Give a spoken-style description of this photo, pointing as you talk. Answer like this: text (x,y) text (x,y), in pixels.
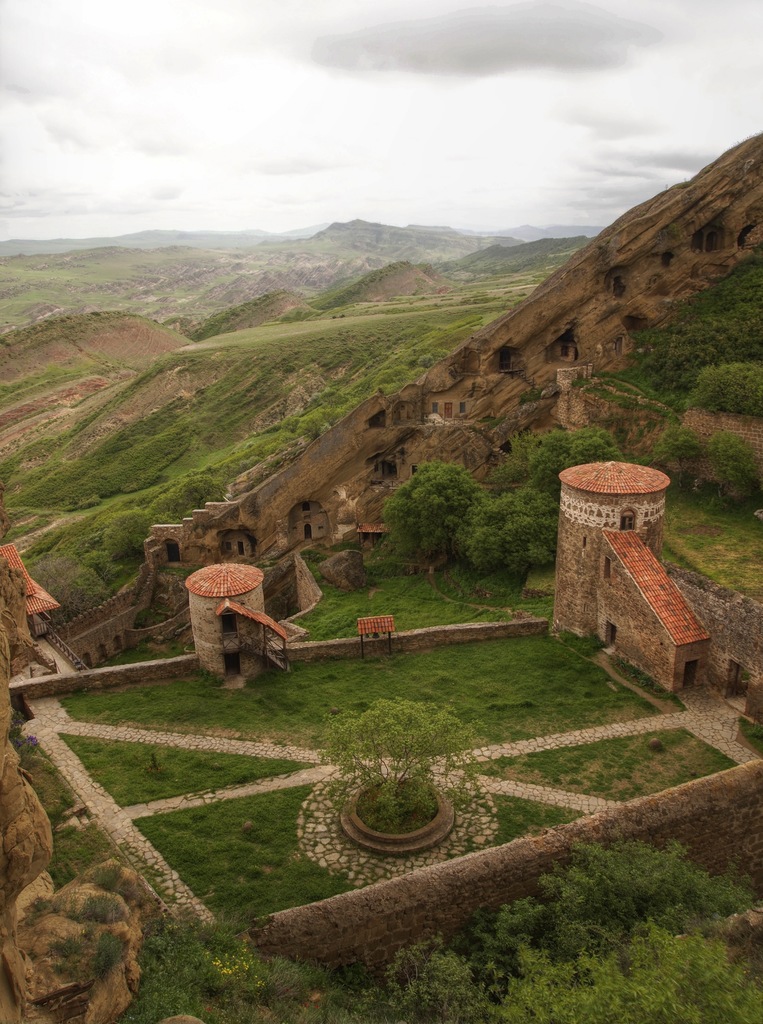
In this picture we can see few buildings (583,608), trees (420,704) and grass (471,683), in the background (446,313) we can see few hills (339,276) and clouds (336,154).
